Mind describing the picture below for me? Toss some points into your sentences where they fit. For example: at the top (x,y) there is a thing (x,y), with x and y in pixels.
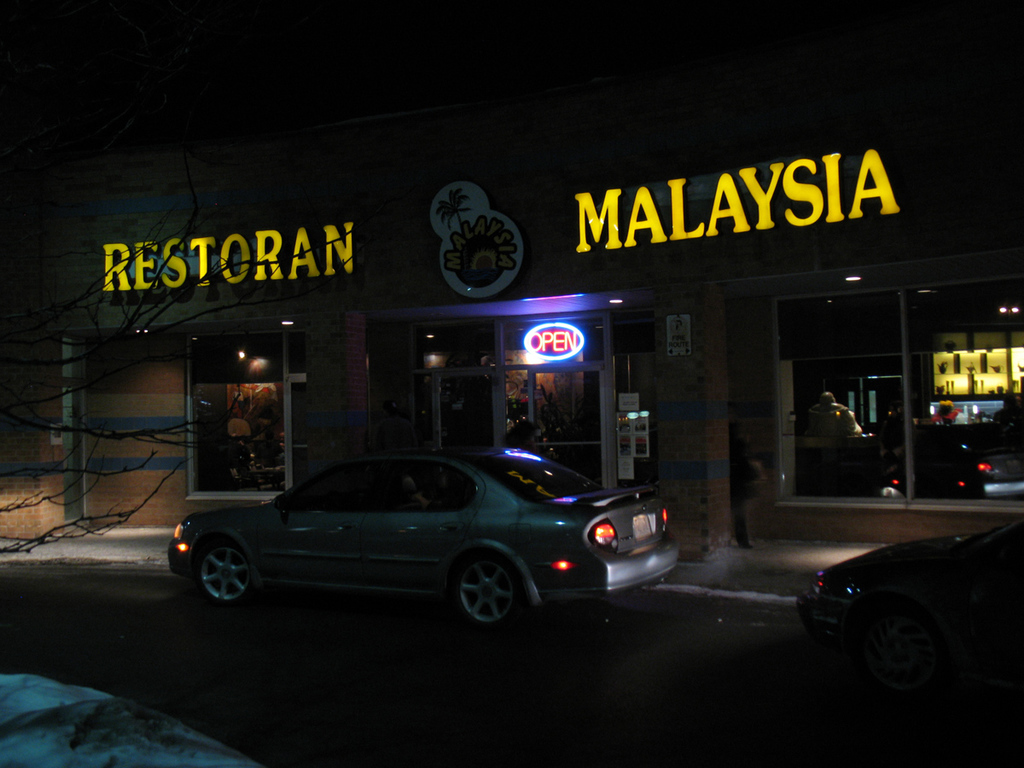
In the foreground of the image (708,655) we can see two vehicles (456,534) parked on the road (810,707). To the left side (58,307), we can see the branches (103,517) of a tree (59,528). In the background (819,363), we can see a building (161,415) with windows (1004,375) and door (470,391) and two sign boards (463,241).
